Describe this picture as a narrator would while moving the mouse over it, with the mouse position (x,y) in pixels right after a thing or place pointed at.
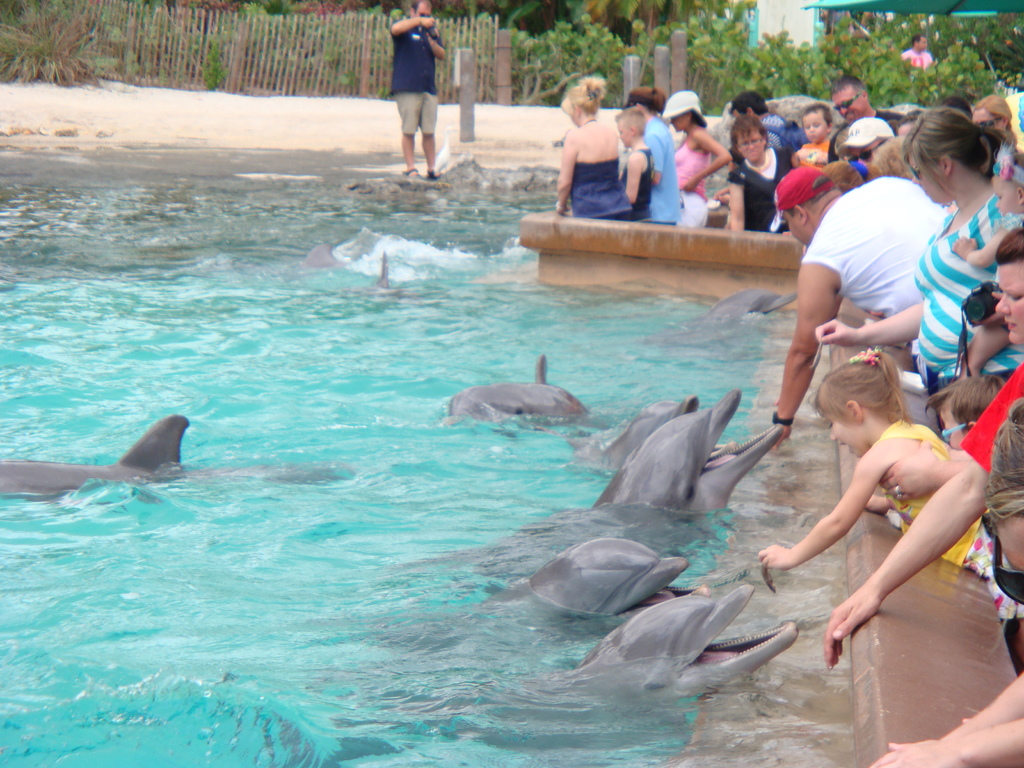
In this picture I can see there are few dolphins (749,593) and there are a few people (994,332) standing on the right side (773,560), there is a kid (904,420) holding some food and there are few plants (717,74) in the backdrop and there is a person (419,70) standing at the left side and clicking pictures.
